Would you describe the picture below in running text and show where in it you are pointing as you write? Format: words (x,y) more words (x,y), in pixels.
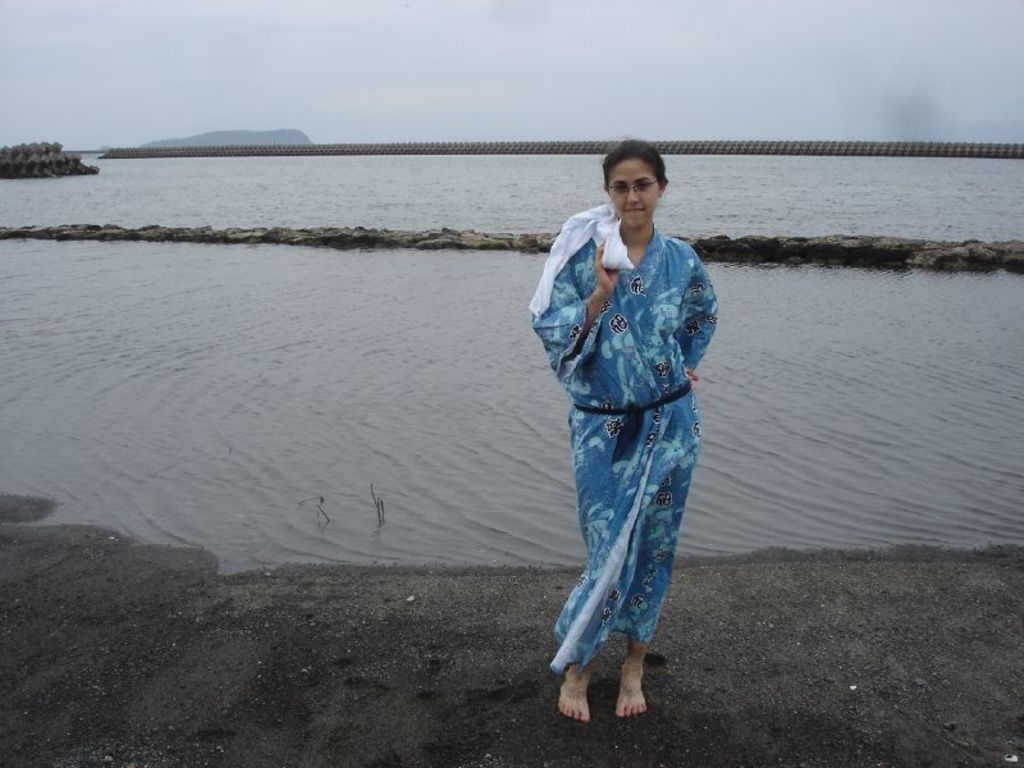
A woman (577,334) in blue dress (627,386) who is holding a white cloth (571,251) in her hand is standing on a seashore (656,716). She's even wearing spectacles (622,193) and she is smiling. Behind her, we see water (406,300) and this might be a river (294,277). At the top of the picture (288,97), we see the sky (529,76) and at the bottom of the picture (270,629), we see the sand (325,761).
